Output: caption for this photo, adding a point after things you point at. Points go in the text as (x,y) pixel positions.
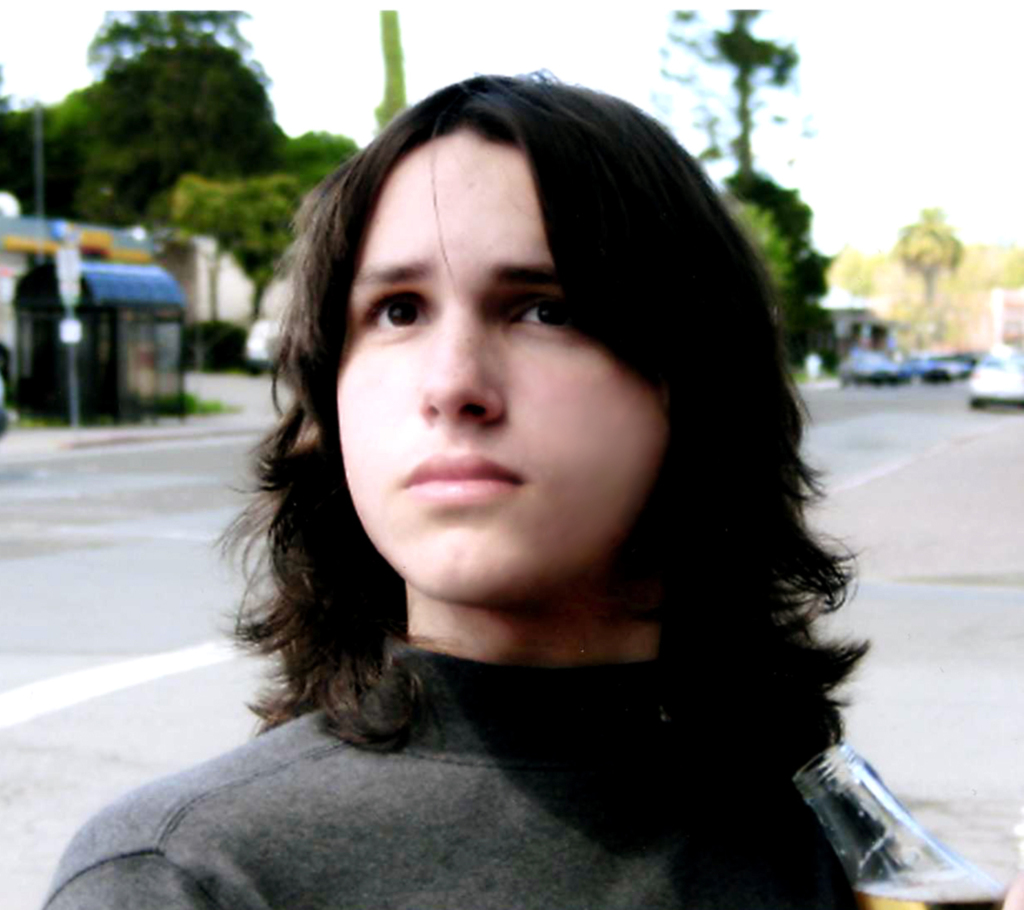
This Image is clicked outside. There are trees (739,115) in this image, there is a road (165,539), there is a person (635,382) standing, there is a bottle (894,882) in his hand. He is wearing grey colour t-shirt (623,770), there are cars (978,364) on the right side (960,367) and there is building (104,234) on the left side (205,277).
